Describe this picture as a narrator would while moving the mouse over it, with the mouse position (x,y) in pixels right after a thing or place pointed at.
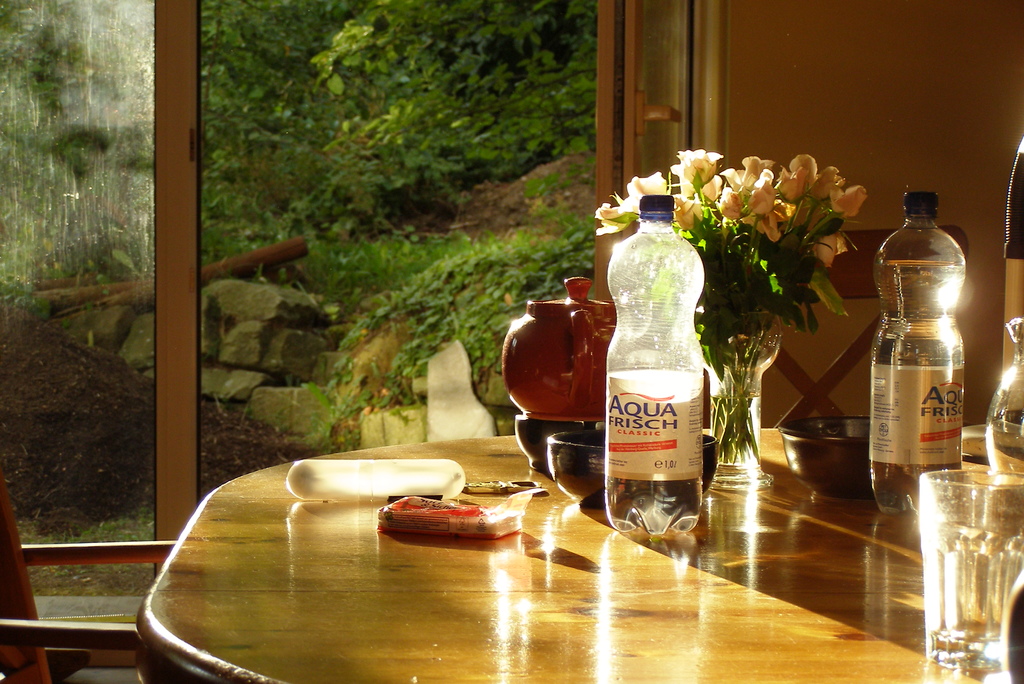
In this image I can see two bottles (905,396), a flower pot (709,345), a jug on the table (298,636) and the flowers (777,212) are in cream color. Background (475,170) I can see few windows (35,27), trees (308,124) in green color and I can also see few rocks (253,331).
